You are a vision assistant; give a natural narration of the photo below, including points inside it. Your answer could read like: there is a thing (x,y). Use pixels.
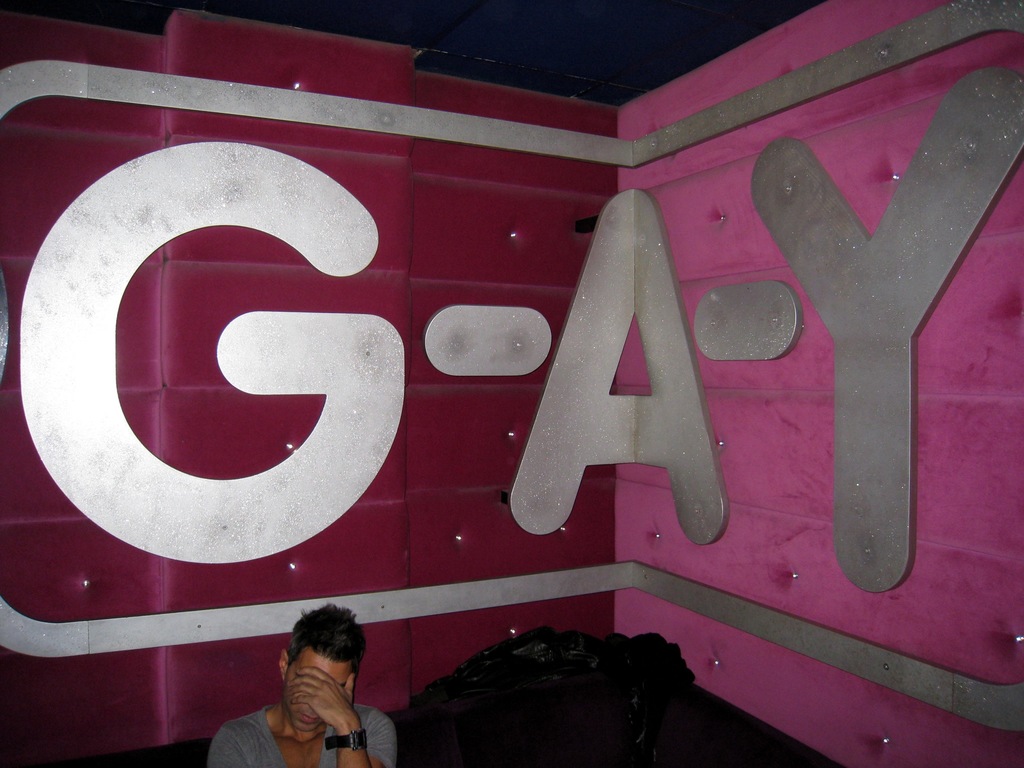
In this image at the bottom (338,708) there is one man (337,703) who is sitting and beside him there are some covers (629,647), and in the background (156,459) there is a wall (162,348). On the wall (535,391) there is some text (108,516) written.
